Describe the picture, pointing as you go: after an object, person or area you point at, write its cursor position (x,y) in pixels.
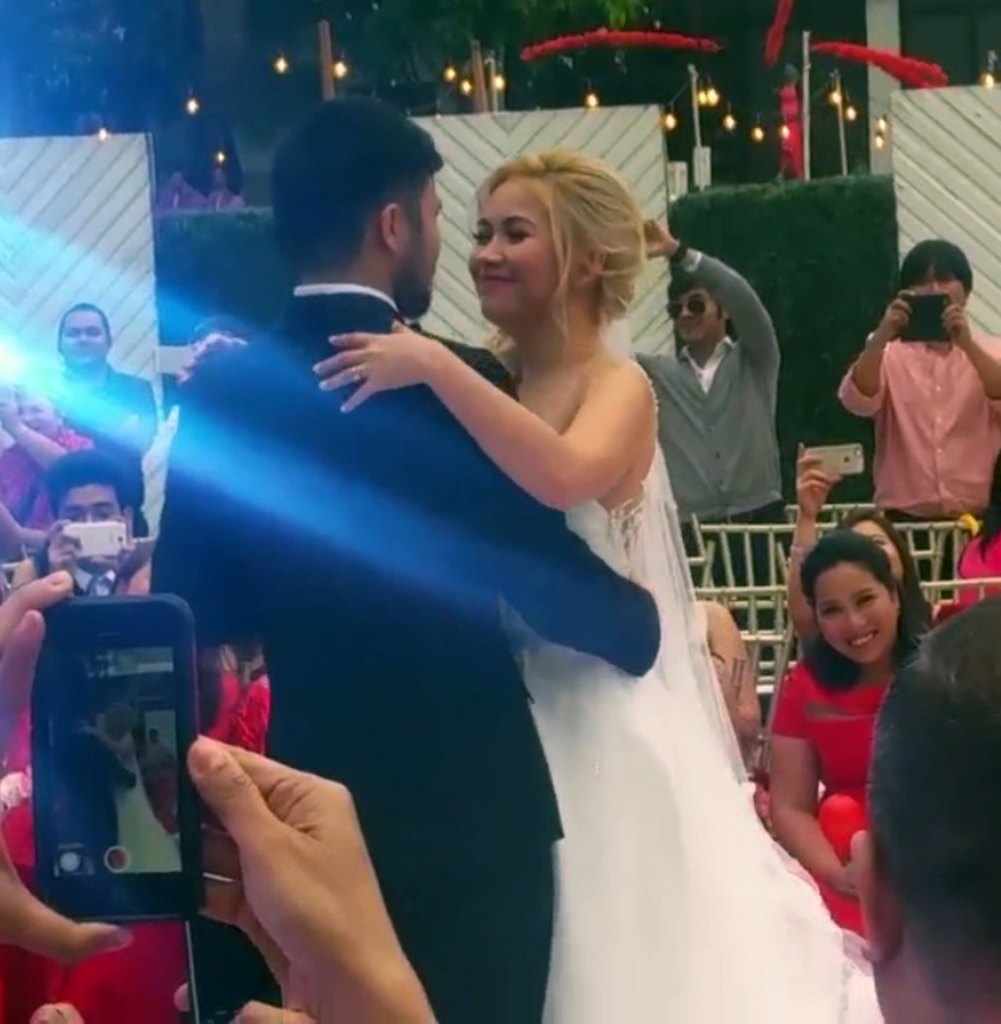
This picture describes about group of people (338,661), few (747,685) are seated and few (593,317) are standing, and few people (951,359) holding mobile phones (938,325), in the background (732,74) we can see few lights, poles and trees (781,69).
